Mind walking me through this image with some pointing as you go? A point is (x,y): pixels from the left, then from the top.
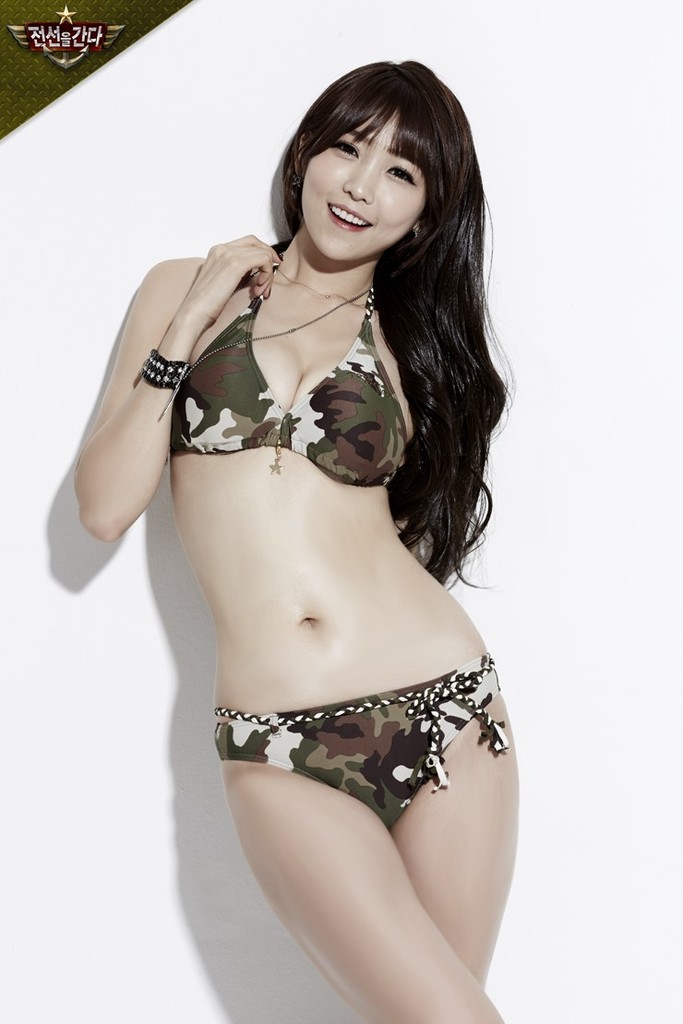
In this image I can see a woman (295,511) wearing brown, black and cream colored dress (351,454) is standing and I can see the white colored background (641,413).
